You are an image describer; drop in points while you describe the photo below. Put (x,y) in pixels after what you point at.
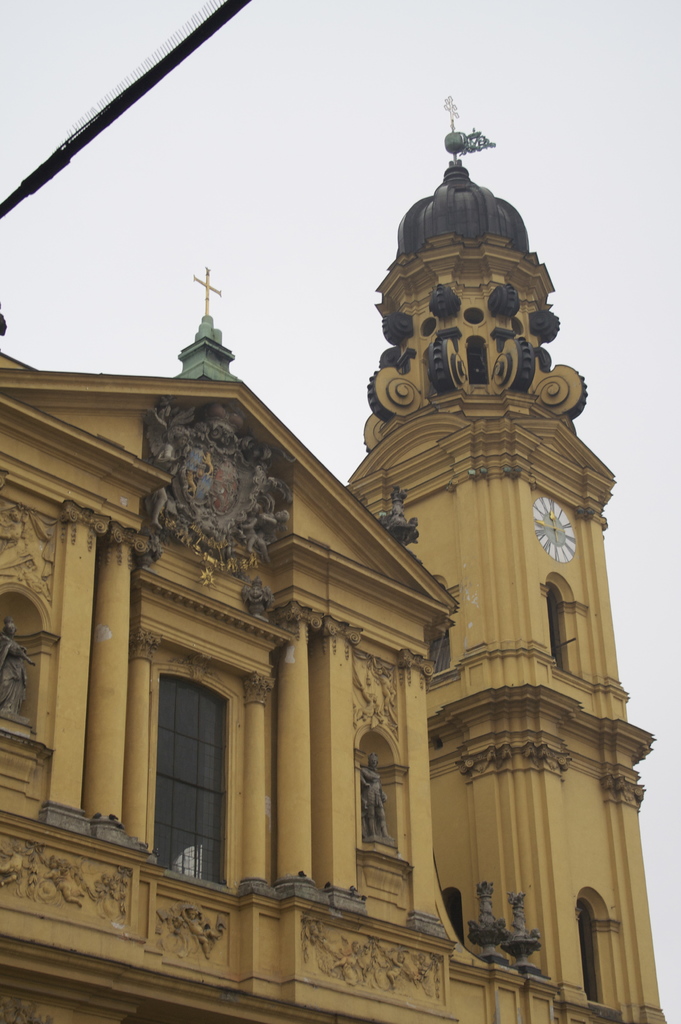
In this image I can see the building (311,615) and the clock tower (498,570) which is in brown and black color. In the back (258,202) I can see the white sky (280,191).
